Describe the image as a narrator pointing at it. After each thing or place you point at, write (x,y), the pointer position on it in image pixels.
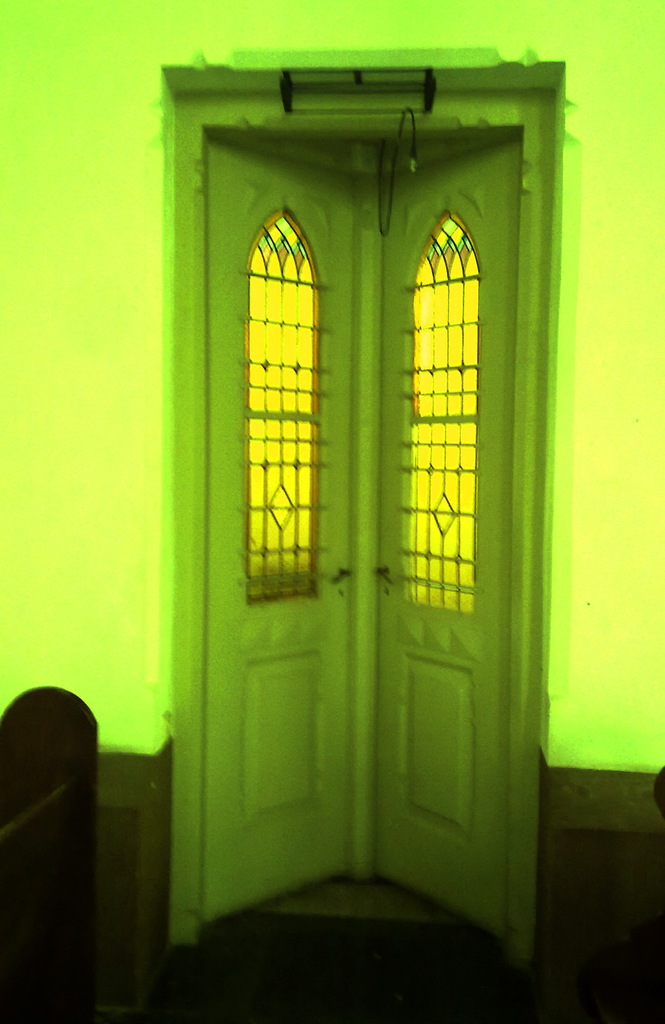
In this picture there is a door (483,607), beside that I can see the wall (657,8). In the bottom left (74,763) I can see the wooden object (37,754).
